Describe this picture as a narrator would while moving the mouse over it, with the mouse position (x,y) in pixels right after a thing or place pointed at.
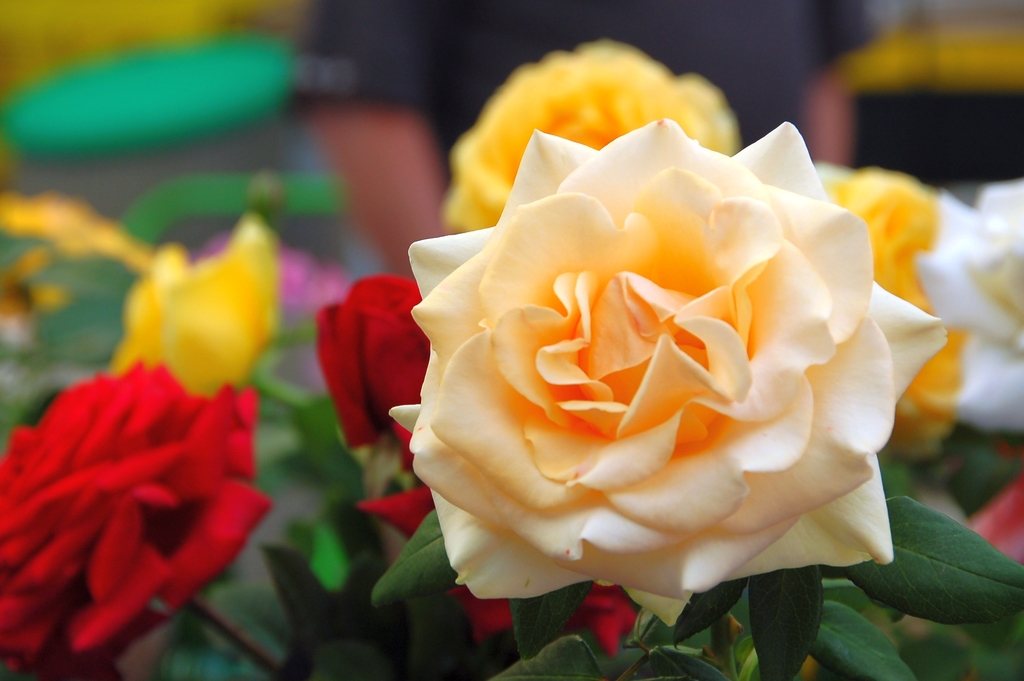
This is a picture of a plant (413,425) with cream, red, yellow and white color roses (791,202), and there is blur background (61,155).
